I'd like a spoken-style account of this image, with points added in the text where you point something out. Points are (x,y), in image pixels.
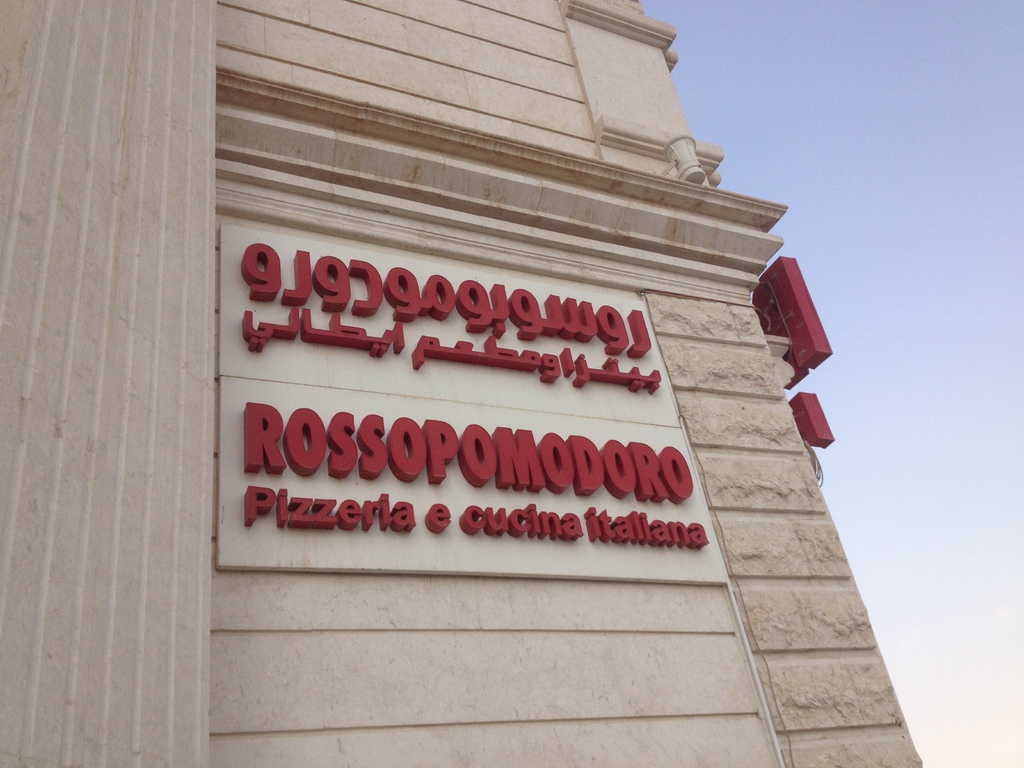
In this picture I can see a building (492,94) and boards (420,362) on the wall (508,146) with some text (415,450) and a blue sky (875,224).
